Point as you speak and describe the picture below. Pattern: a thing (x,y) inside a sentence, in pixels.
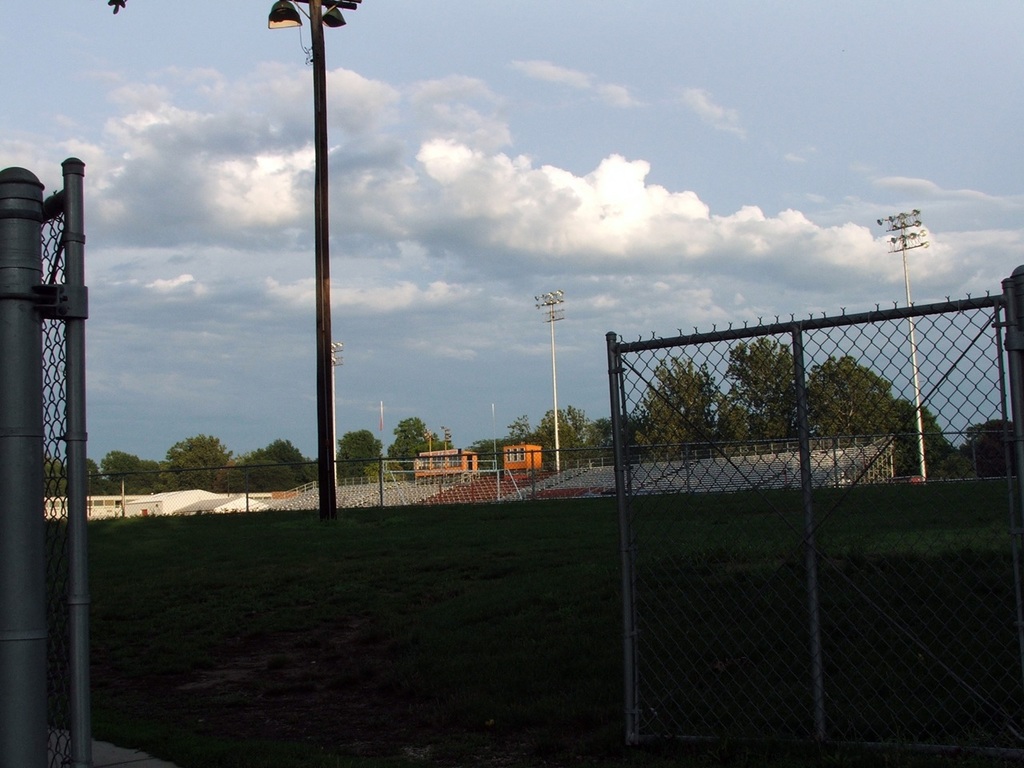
This looks like a stadium (577,496). There is a pole (327,491) in the middle (538,296). There is a fence (36,761) in the middle (679,473). There are trees (348,466) in the middle (378,452). There is sky (408,193) at the top (394,253).
